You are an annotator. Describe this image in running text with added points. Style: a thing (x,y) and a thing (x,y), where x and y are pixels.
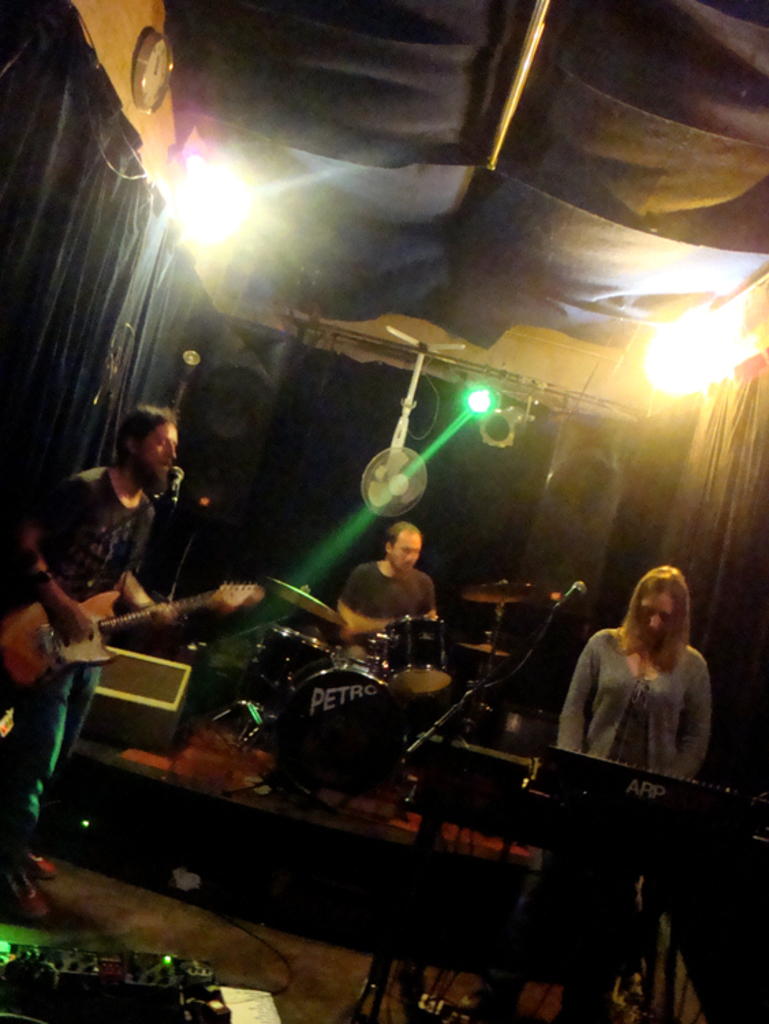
In the image there are few people (650,741) playing different music instruments (343,670), around them there are lights (714,363), fan (373,488), curtains (26,364) and there is a clock (147,68) attached to the wall (154,153) on the left side (144,54).
